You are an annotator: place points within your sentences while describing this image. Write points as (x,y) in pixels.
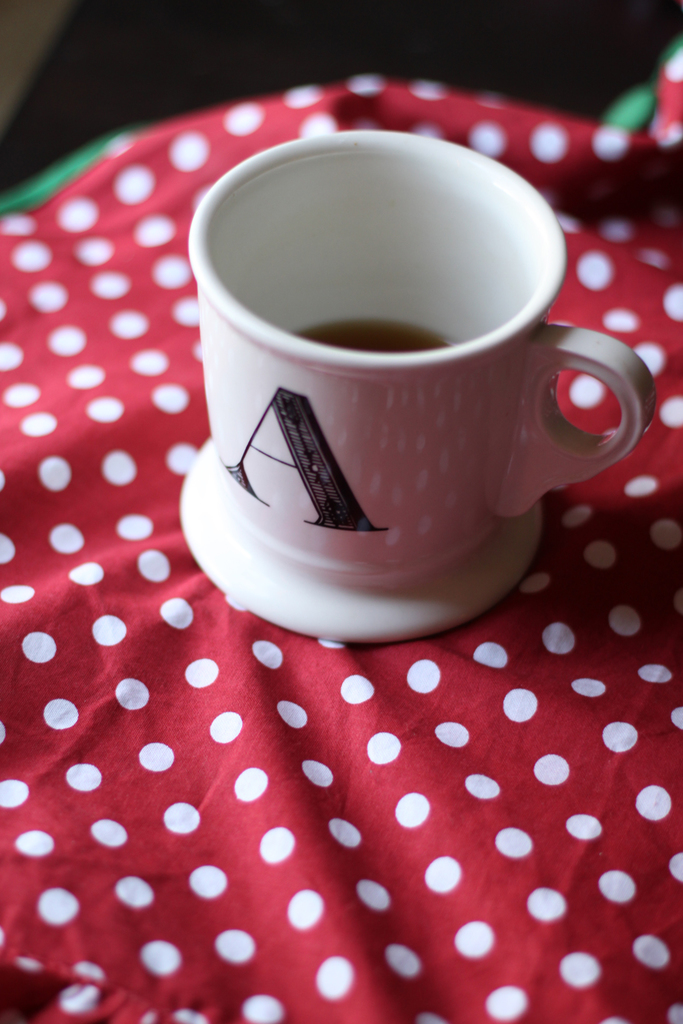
In this image we can see there is a cup (286,480) on the cloth (231,745).
